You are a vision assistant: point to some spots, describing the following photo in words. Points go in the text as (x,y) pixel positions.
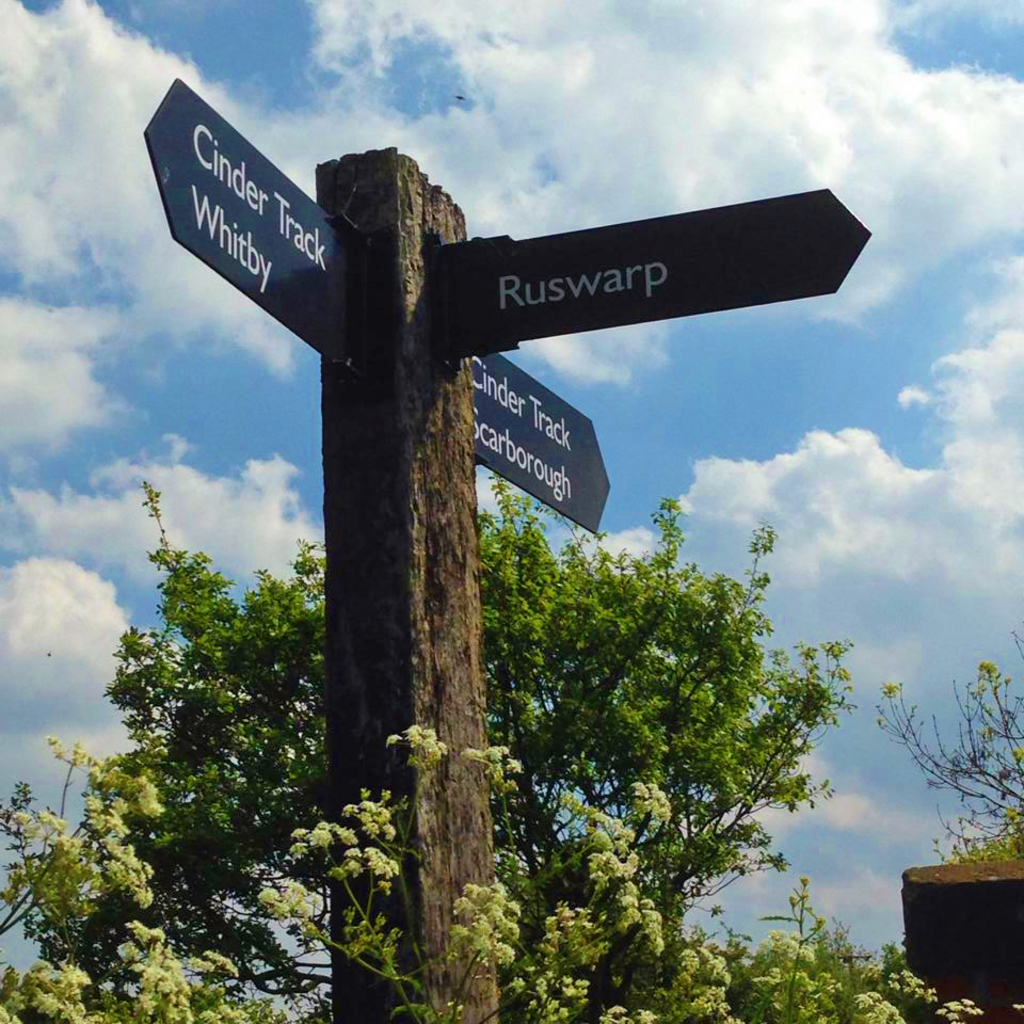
In this image, in the foreground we can see three direction sign board (469,436) and at the bottom (297,978) there is a plant (732,951) and tree (574,566).
